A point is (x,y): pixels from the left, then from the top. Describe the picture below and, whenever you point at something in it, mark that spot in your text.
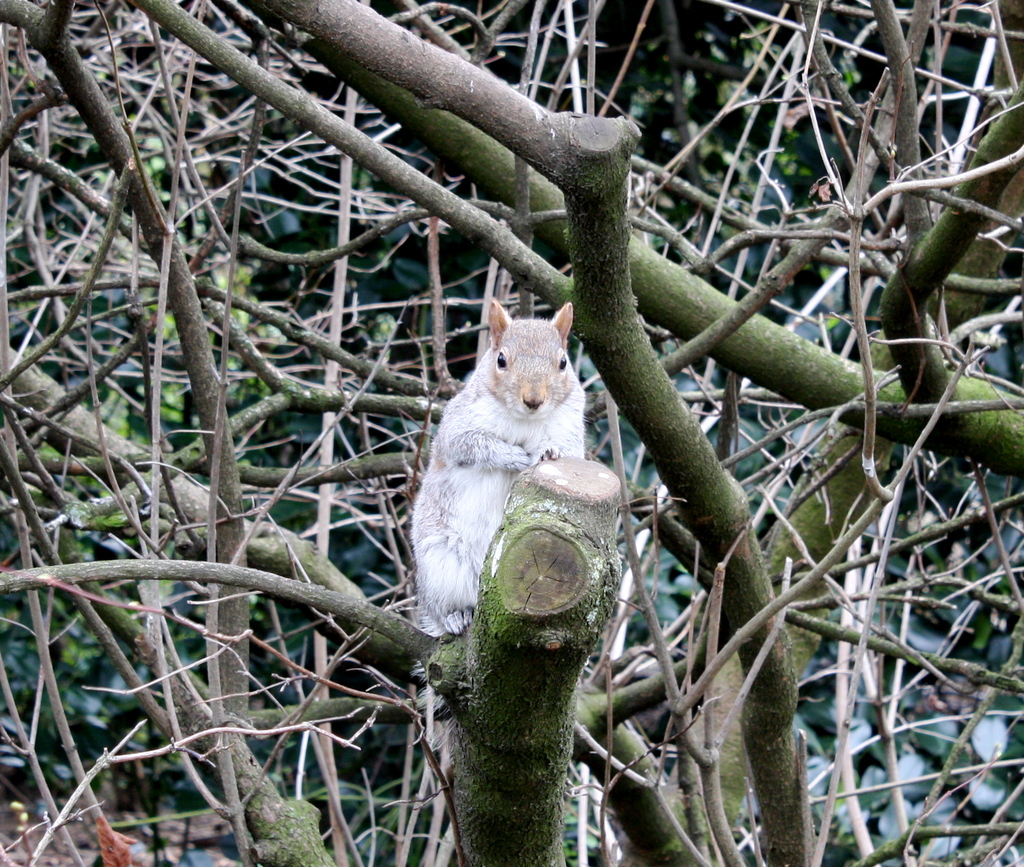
In this image I can see an animal (516,417) on the branch (508,647) of a tree (559,645). I can also see a tree (829,578). The animal (492,512) is white in color.
